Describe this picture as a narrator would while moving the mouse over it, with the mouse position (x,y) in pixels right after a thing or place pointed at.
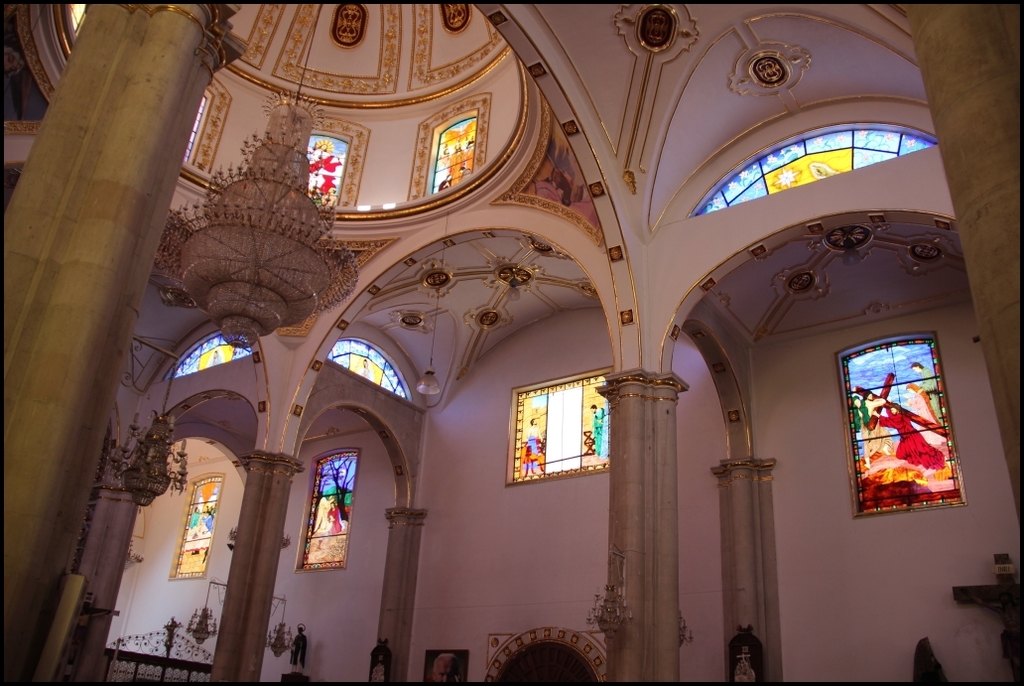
In this picture we can see an inside view of a building (392,317), there are stained glasses (855,427) here, we can see a chandelier (308,218) here, in the background (364,291) there is a wall (439,545), we can see pillars (633,626) here.
